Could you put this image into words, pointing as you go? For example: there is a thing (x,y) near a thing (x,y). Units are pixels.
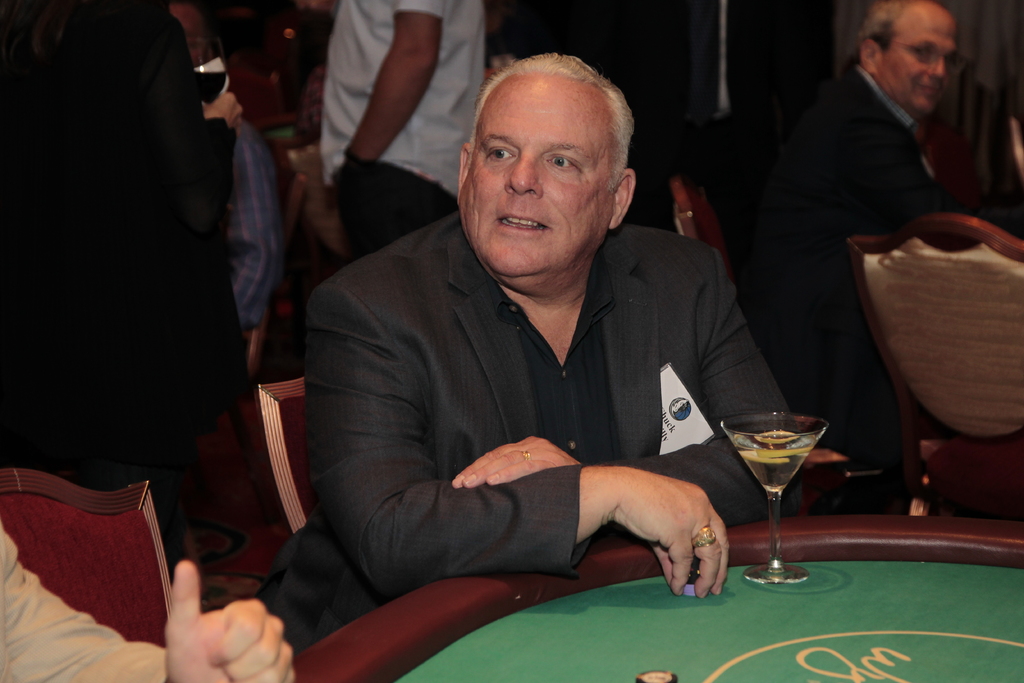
In this picture there are few people (172,602) sitting on chairs (306,471) at the table (624,620). The man (688,478) in the center (397,446) is wearing a black suit (373,542) and holding something in his hand (672,584). In front of him there is a table (734,664) and a glass (769,499) is placed on it. Behind him there are few people (171,133) standing.
